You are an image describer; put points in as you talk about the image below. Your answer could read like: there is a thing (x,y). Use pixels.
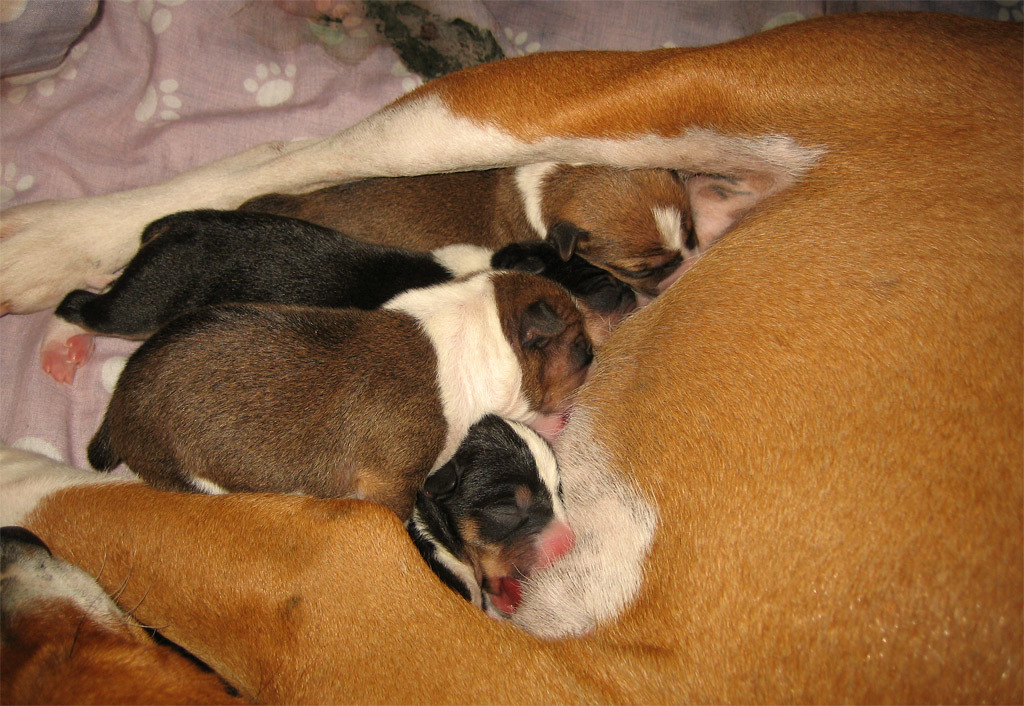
In this image I can see few dogs (563,299), they are in brown, white, black and cream color. Background (291,106) I can see a cloth (222,102) in light pink color.
